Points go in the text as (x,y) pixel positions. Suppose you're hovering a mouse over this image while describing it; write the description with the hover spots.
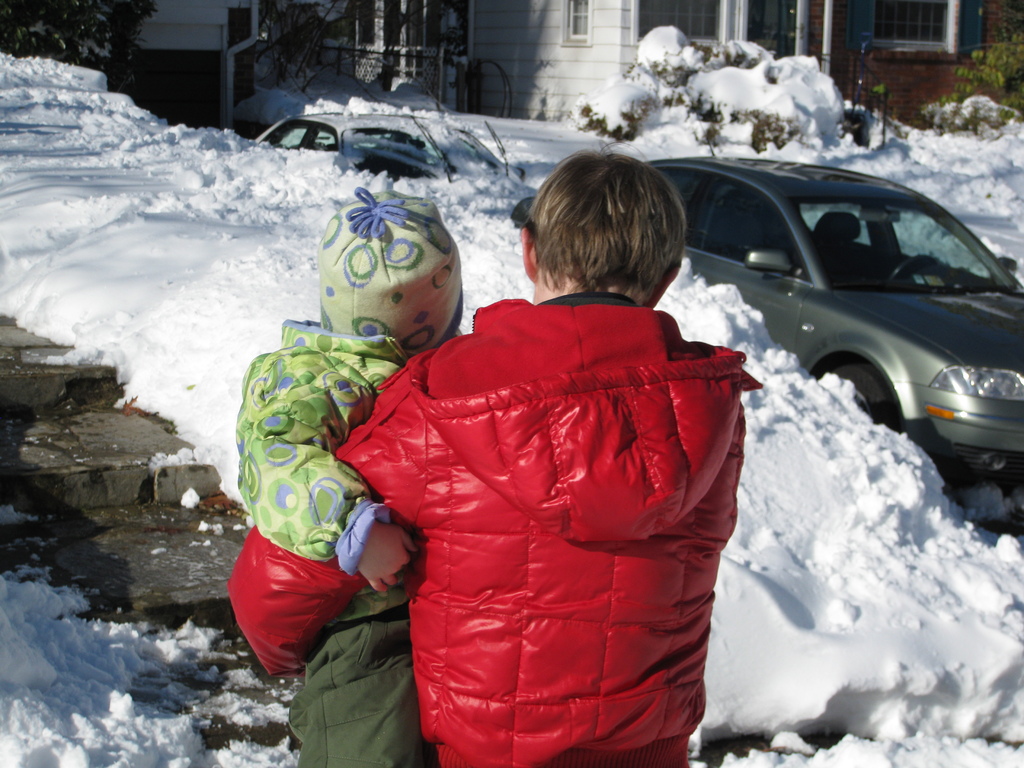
In the center of the image (637,437) a person (633,464) is standing and holding a kid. On the right side of the image (897,273) cars (775,215) are there. In the background of the image (688,60) a building (532,15), plants (726,89) are present. On the left side of the image (84,514) stairs (84,514) are there. At the top of the image (625,60) window (690,19), door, wall (600,60) are present. In the middle of the image (489,283) snow (167,316) is there.
